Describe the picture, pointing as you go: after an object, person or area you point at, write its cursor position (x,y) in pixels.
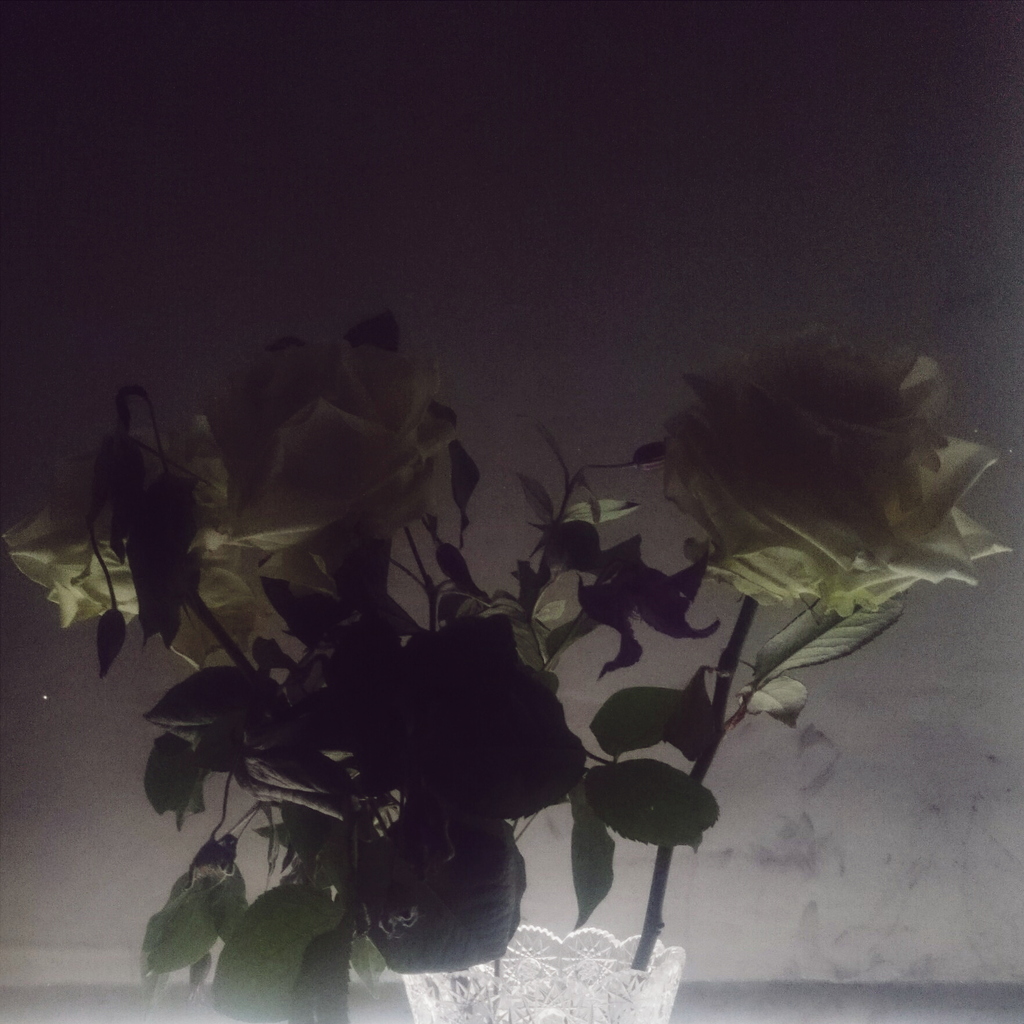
In the center of the image (356,461) we can see flowers (497,702) to the plant (475,803). In the background (544,176) there is wall (326,167).
